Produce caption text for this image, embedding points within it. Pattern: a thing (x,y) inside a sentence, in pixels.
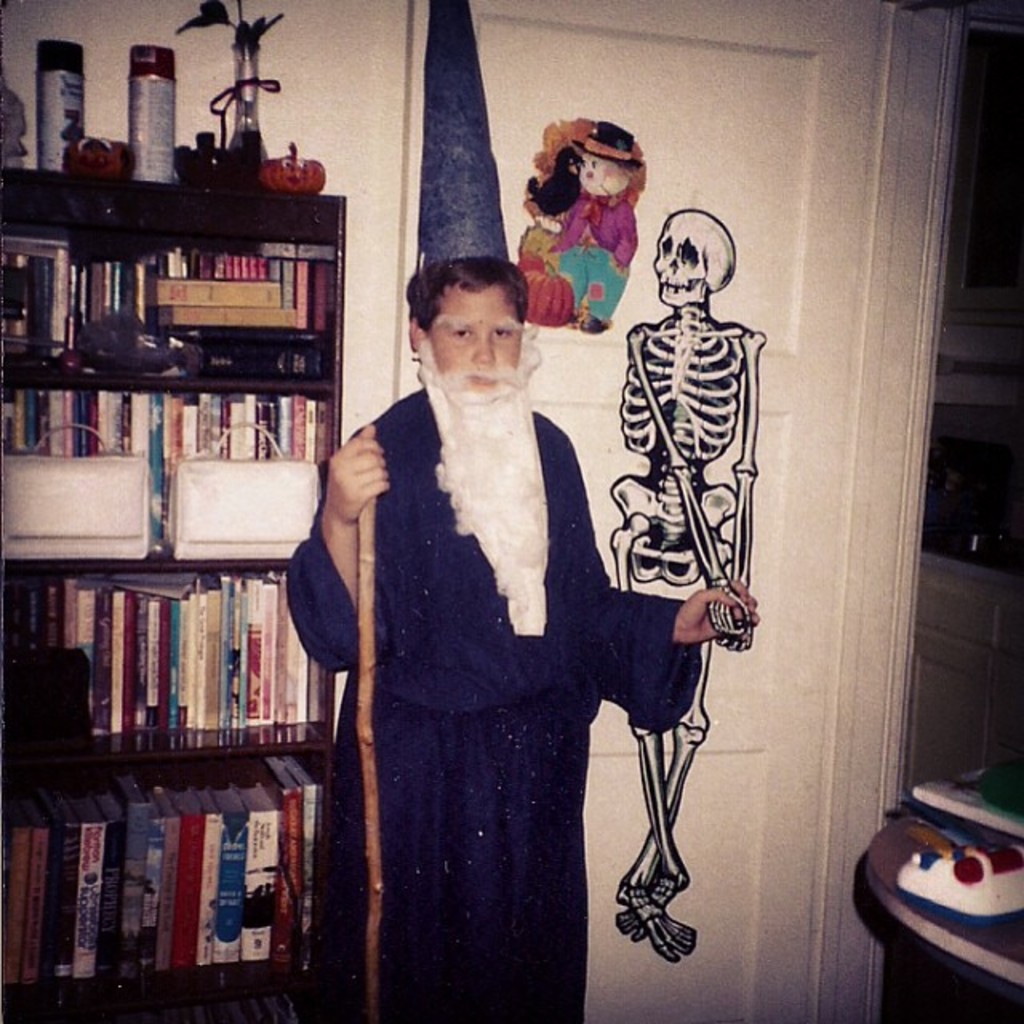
In the foreground of this image (497,526), there is a boy (577,617) wearing a blue dress (476,715) and a long hat (458,111) on his head (452,271) and holding a stick (366,542). We can also see many books (277,280) in the rack (261,767) and few objects (251,137) on it. Behind the boy (465,267), there are few stickers (722,453) on the door (820,468) and also few objects (980,849) on a table (1014,939), on the right (982,899).
